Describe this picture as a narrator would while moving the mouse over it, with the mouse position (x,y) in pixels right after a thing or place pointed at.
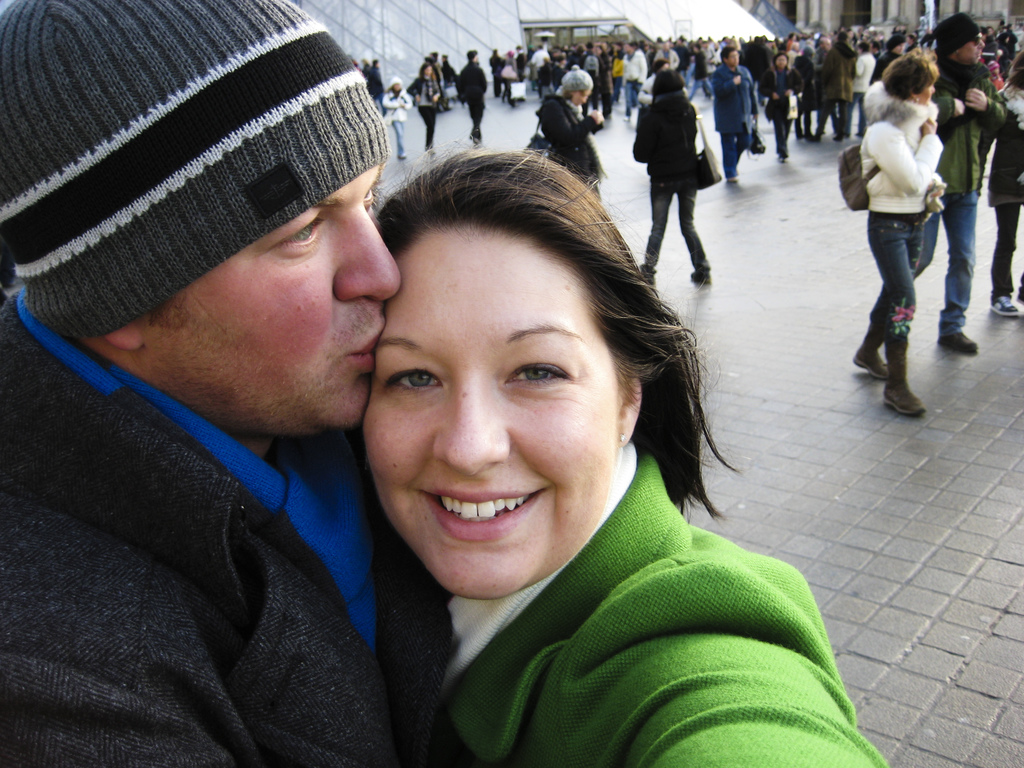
In this image on the left (304,271) there is a man (304,271), he wears a jacket (261,510), cap (215,215), he is kissing a woman (617,652), she wears a jacket (587,650). On the right (897,170) there is a woman (879,188), she wears a jacket (872,188), bag (856,188), trouser (891,284), shoes (894,351) and there is a man (957,158), he wears a jacket (961,176), trouser (947,297), shoes (957,338). In the middle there are many people (732,84), buildings (696,26).
